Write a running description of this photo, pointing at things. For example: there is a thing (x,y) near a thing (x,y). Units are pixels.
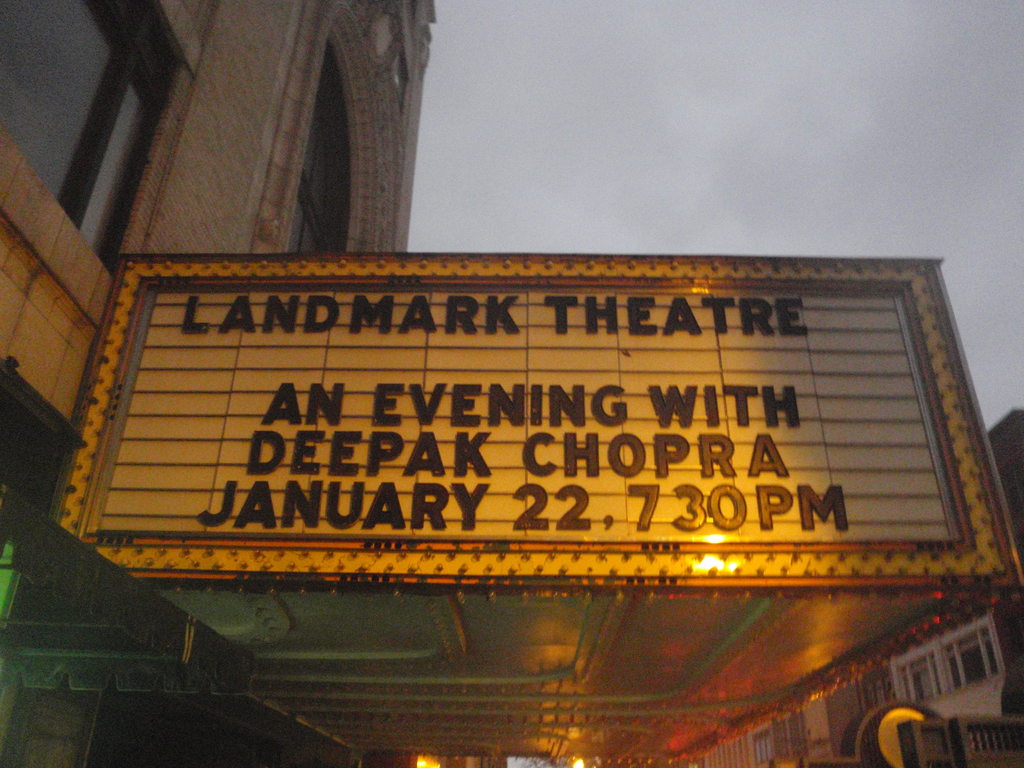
In this picture we can see the theater board (300,472) on which "Landmark theater" is written. Behind there is a brown building (227,162) with some glass windows (335,198).
